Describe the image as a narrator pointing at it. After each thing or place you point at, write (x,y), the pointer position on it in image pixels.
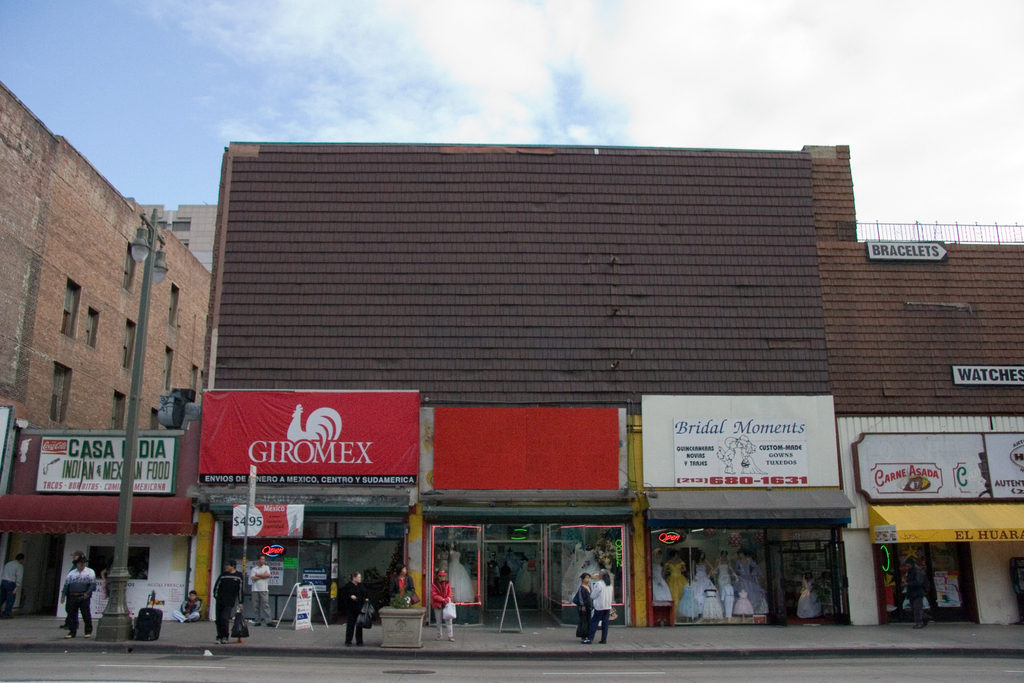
In this picture we can see a group of people (82,604) standing on a footpath (154,648), beside to these persons (68,593) we can see buildings (175,570), sky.
